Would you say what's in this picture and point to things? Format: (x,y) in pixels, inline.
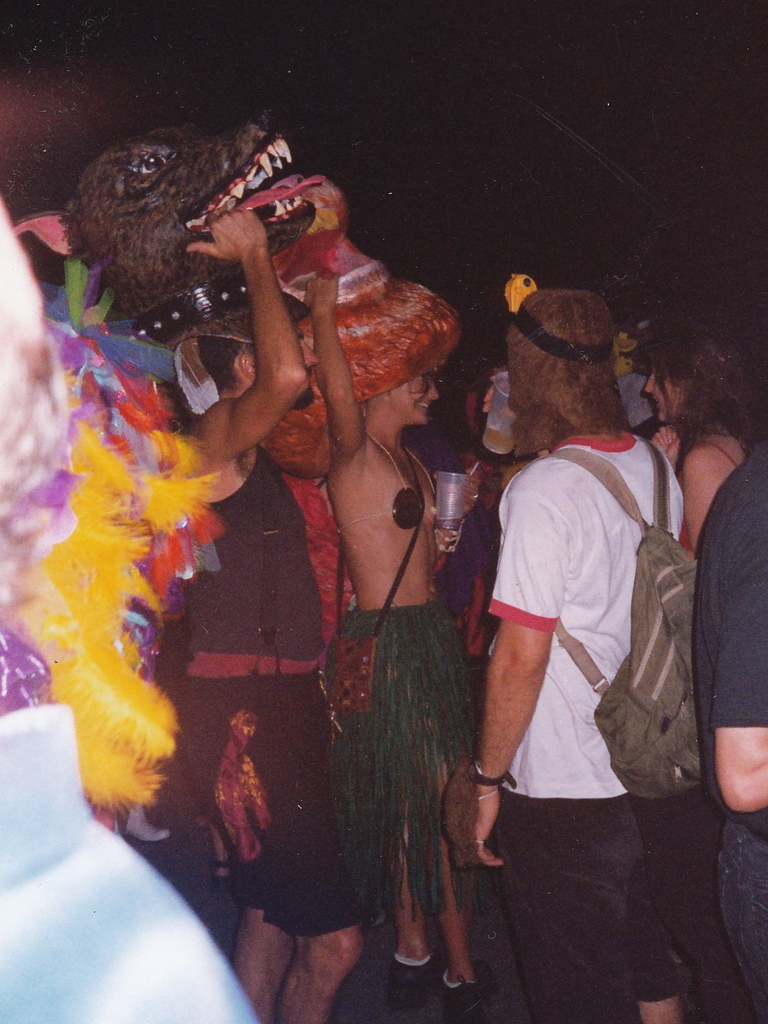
In this image people (381,735) are standing on the floor (374,1011).
